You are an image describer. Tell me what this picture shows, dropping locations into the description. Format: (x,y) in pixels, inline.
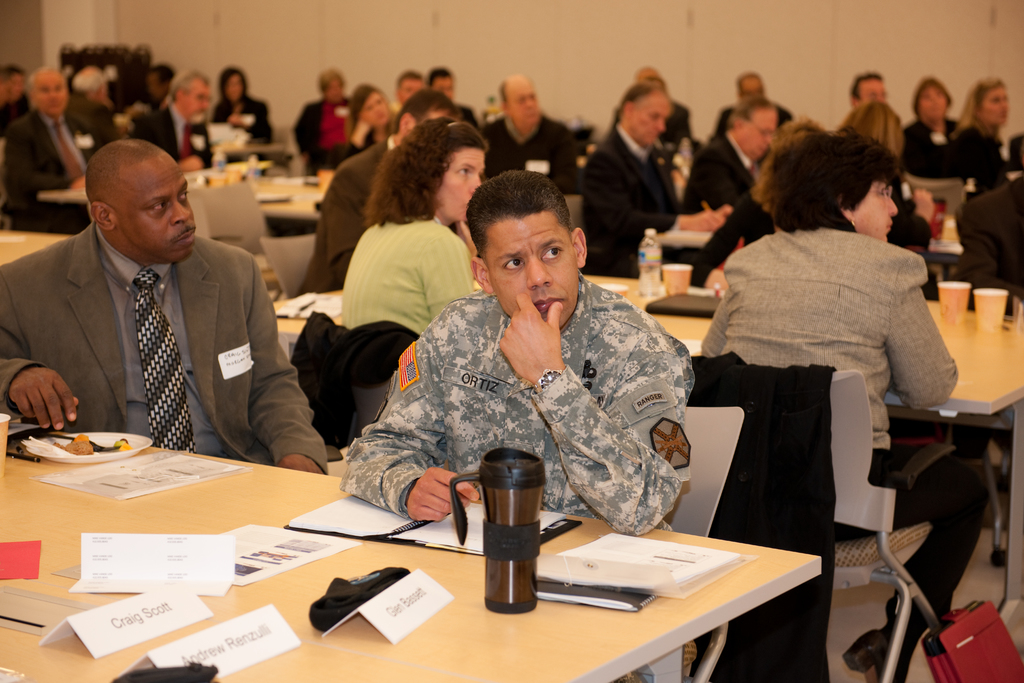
In this image there are group of people (456,148) who are sitting on chairs (206,224) and there are many tables (253,189) on the tables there are papers (583,564), name plates (166,612), bottles (646,254) are there. On the background (318,34) there is a wall (699,12).
